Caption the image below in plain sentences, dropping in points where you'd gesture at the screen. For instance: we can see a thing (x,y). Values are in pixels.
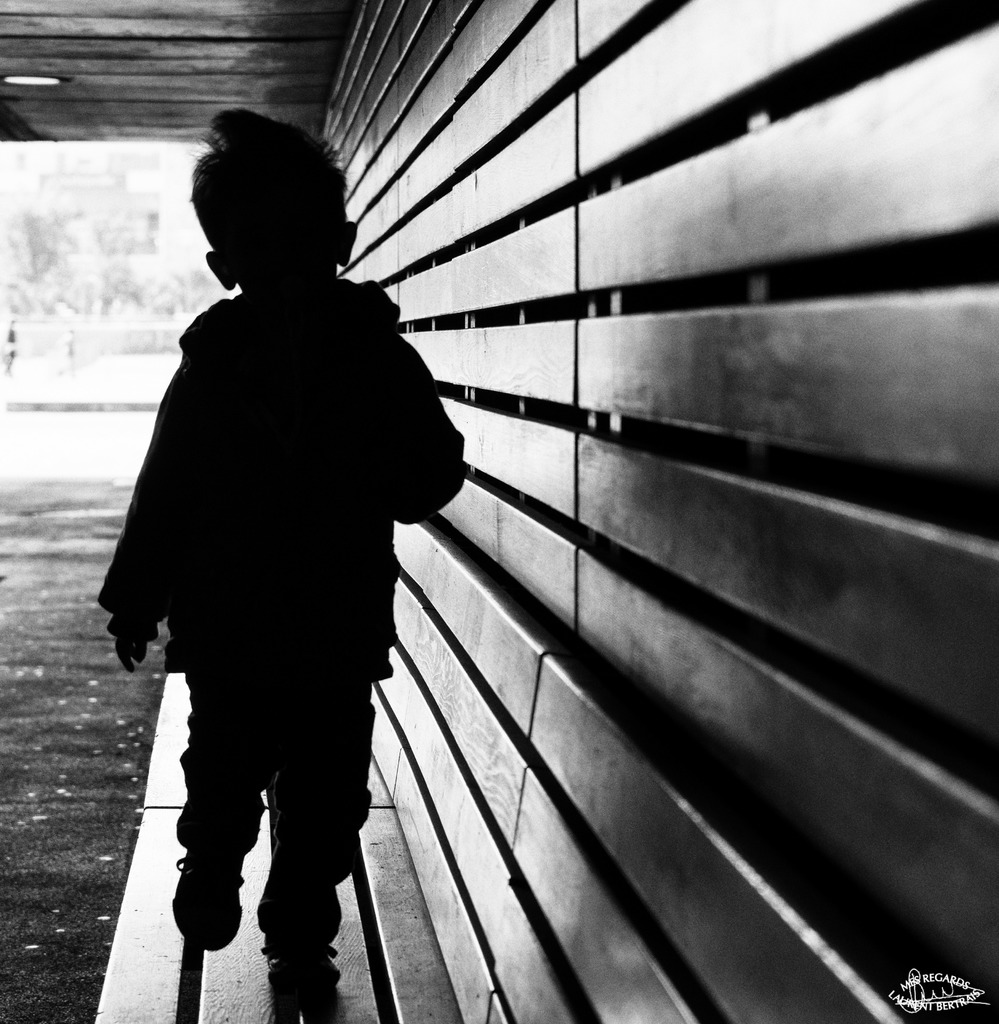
This is a black and white image. On the left side (247,457) there is a child (260,544) walking on a bench (354,948) towards the back side (286,732). On the right side (811,184) there is a wooden plank (477,46). At the top of the image (192,62), I can see the roof (182,38). The background (79,304) is blurred.
